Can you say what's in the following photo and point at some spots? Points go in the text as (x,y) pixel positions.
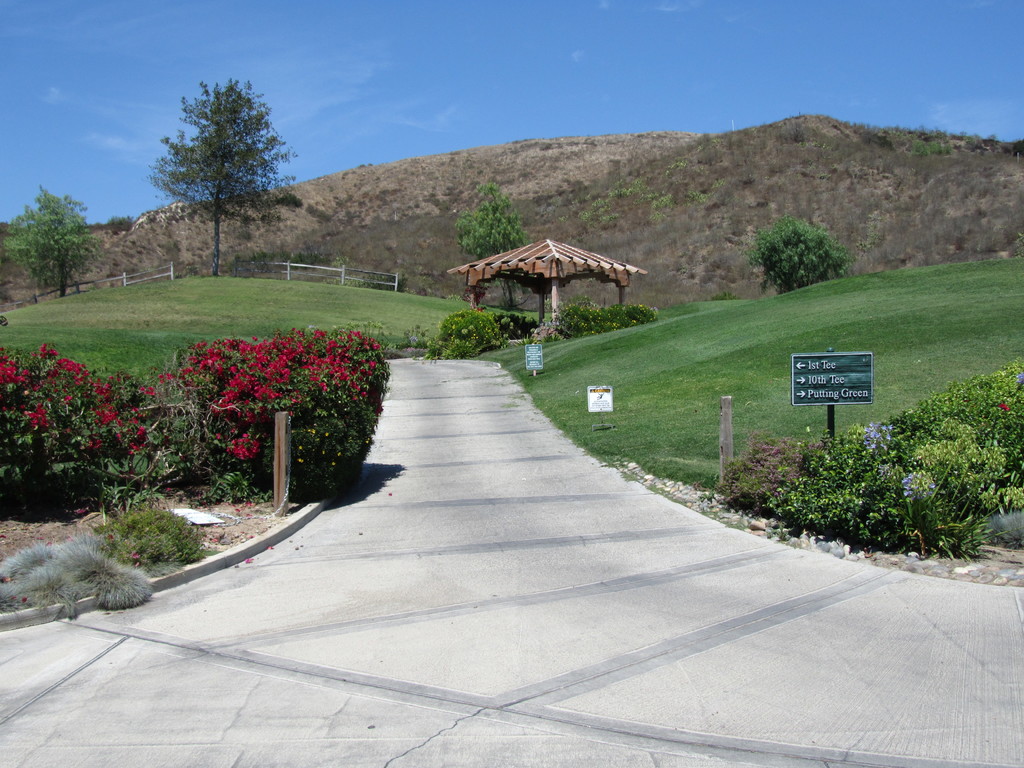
In this image we can see walkway (445,540) in the middle of the image (493,504), there are some plants (298,353), grass (632,380) on left (243,380) and right side of the image (695,358) and i can see board (851,396) on right side of the image (806,403) and in the background of the image (524,276) there is hut (474,284), fencing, there are some trees (481,236) and there are some mountains (537,221) and top of the image (479,71) there is clear sky (479,71).
